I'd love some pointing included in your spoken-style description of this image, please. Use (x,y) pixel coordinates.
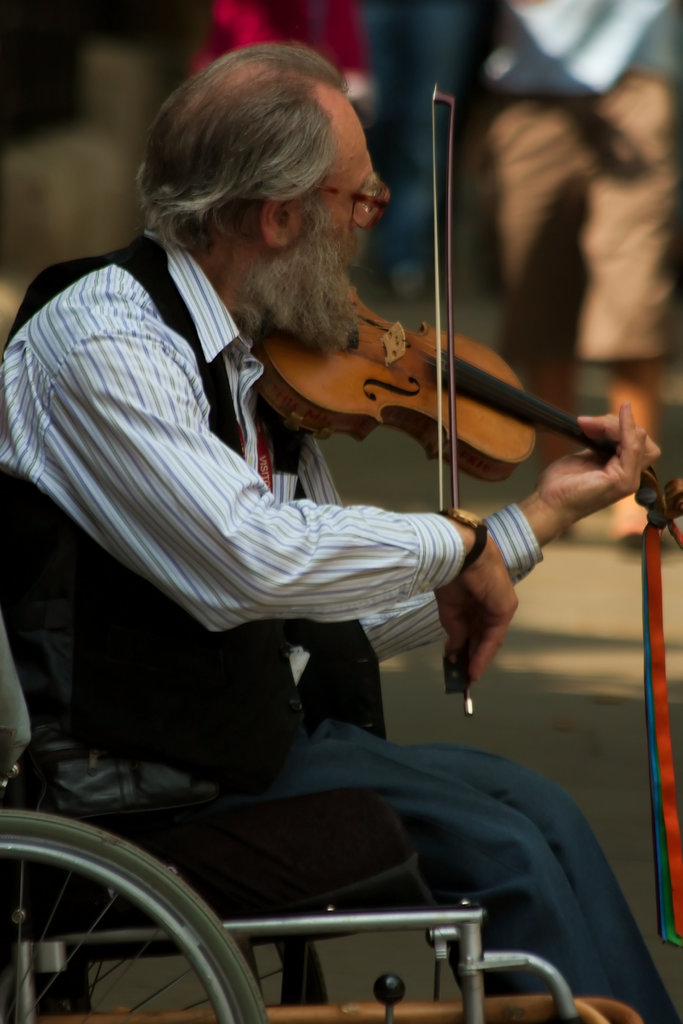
In this picture we have a person (267,649) sitting in the wheelchair (28,837) and playing a violin (322,389).
